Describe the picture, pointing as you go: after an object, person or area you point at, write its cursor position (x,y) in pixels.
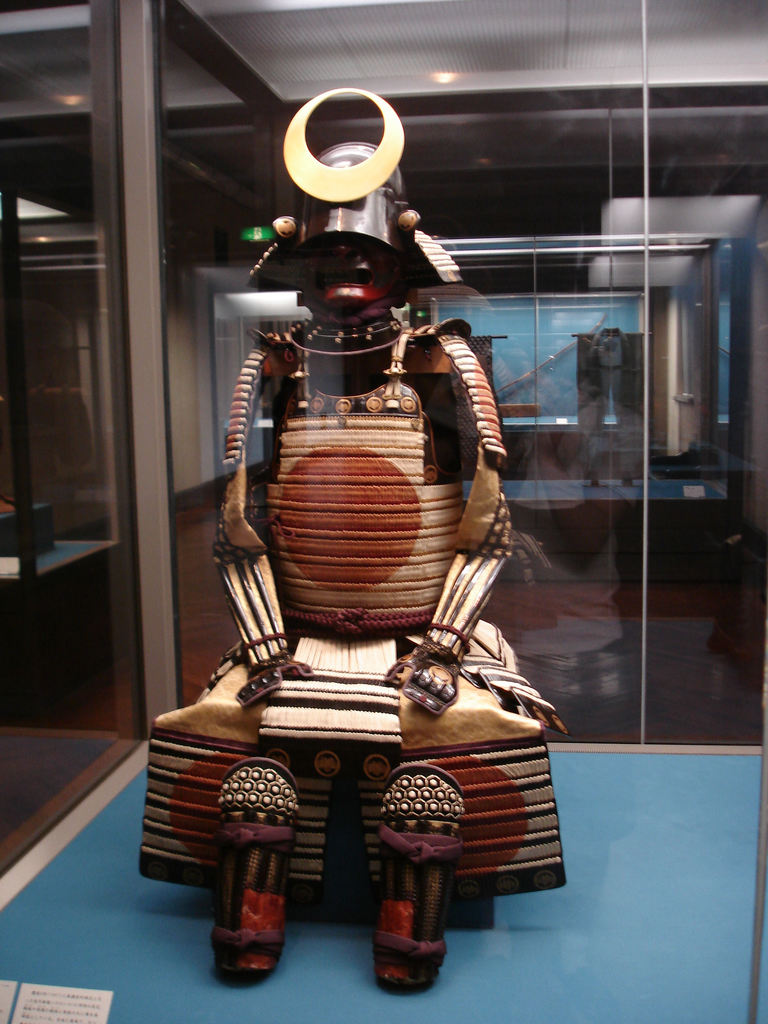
In the image inside the glass (416,178) there is a statue (432,660). Behind that there are few more statues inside the glass (526,259).
